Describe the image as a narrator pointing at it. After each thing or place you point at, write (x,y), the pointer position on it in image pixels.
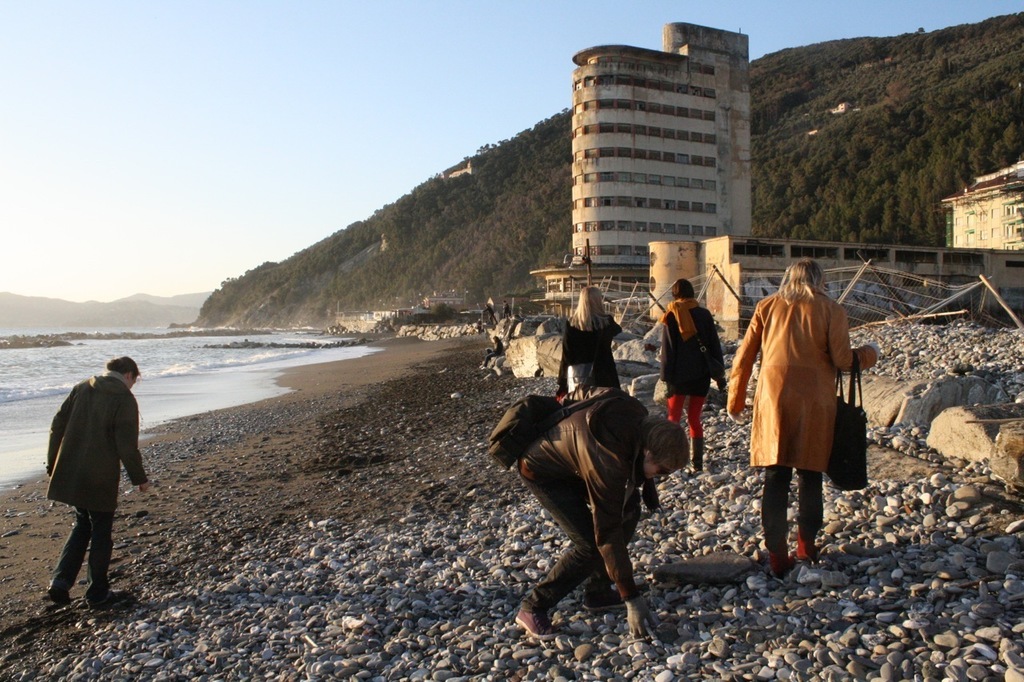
In this image we can see the sea (58,352), mountains (477,242), some buildings (385,309), one fence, some stones (546,386) on the ground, some people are walking, one person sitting on the rock (519,334), some people (585,455) are wearing bags (562,411), some people (873,348) are standing, two objects (1004,464) on the ground (471,350), some people (583,299) holding some objects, some trees (504,293), bushes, plants (503,279) and grass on the ground (503,373). There is one woman (574,431) bending and picking the object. At the top (82,202) there is the sky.
